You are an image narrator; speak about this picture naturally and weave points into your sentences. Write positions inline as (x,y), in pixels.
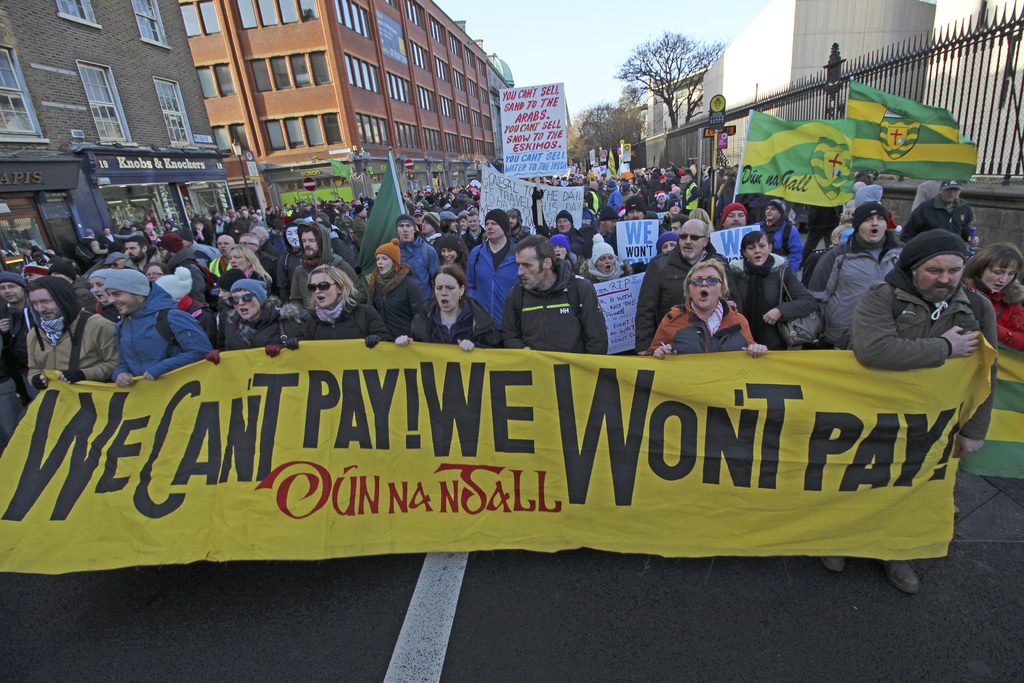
In this image there are people (600,326) holding the banners (639,387), placards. On the right side of the image (985,154) there is a metal fence (743,121). In the background of the image (348,140) there are buildings (414,101), trees (633,121), boards (721,136), light poles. At the top of the image (560,33) there is sky (580,29).
